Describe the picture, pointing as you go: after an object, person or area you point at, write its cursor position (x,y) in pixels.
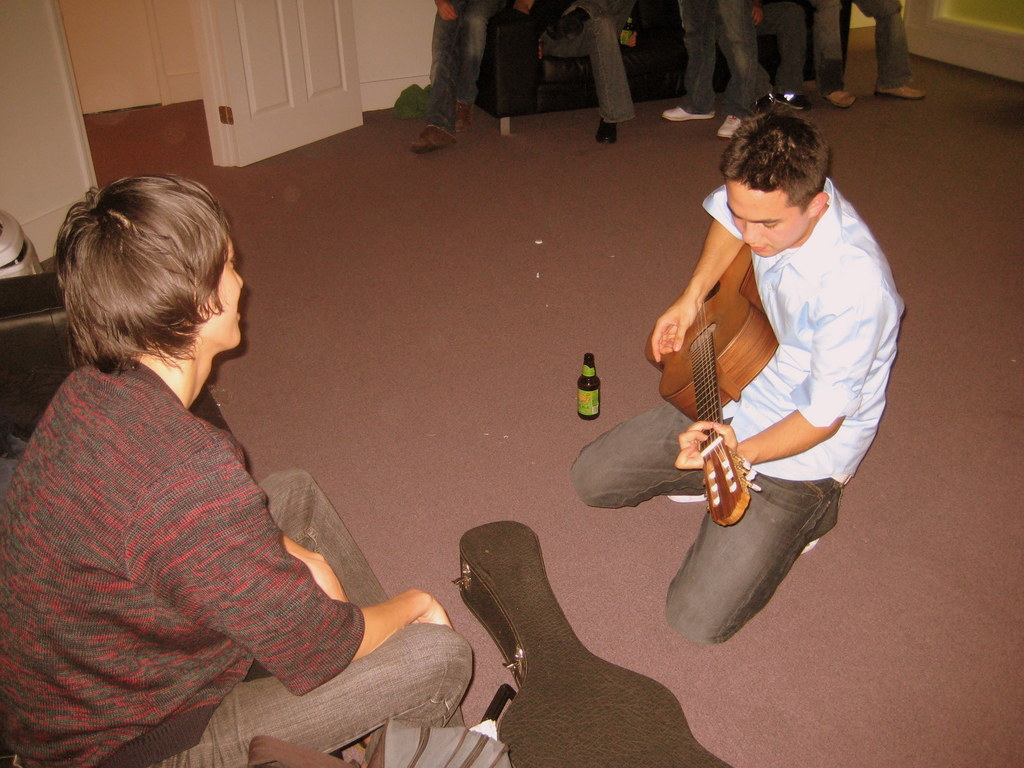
In this image i can see a person (775,158) kneeling on the ground (627,529) holding a guitar (763,328). To the left corner (323,719) i can see another person (109,228) sitting on the floor (350,445). In the background (447,126) i can see legs (433,119) of few people (580,19), a couch (509,68), door (296,64) and a wall (32,129).
